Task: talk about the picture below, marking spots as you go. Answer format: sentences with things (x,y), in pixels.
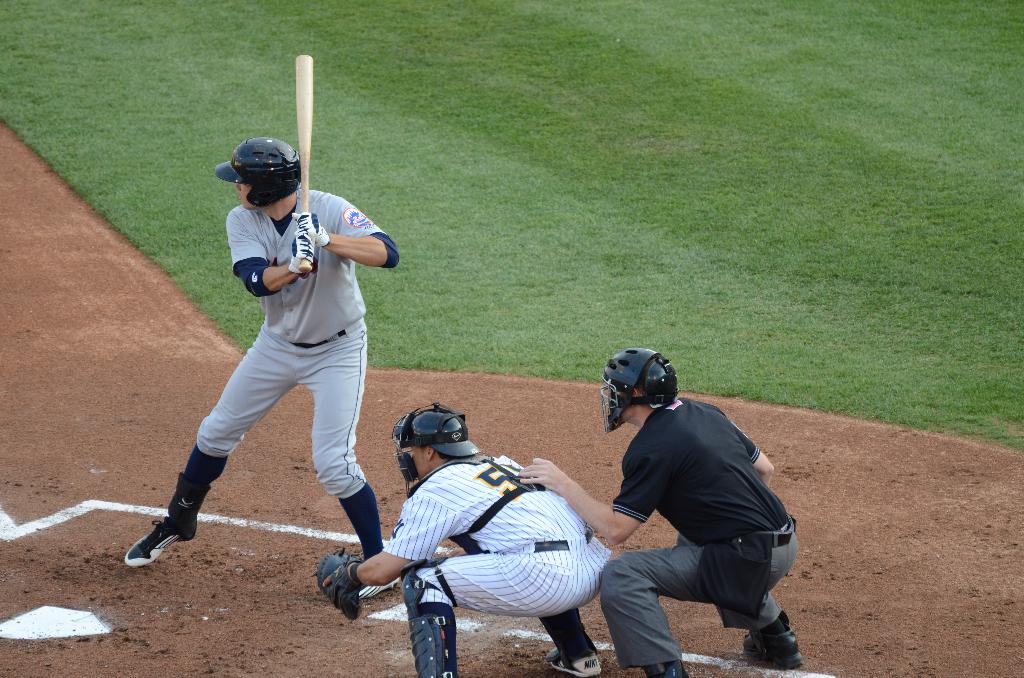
There are two men (419,569) in squat position on the ground (538,622) and a man (280,354) is standing by holding a bat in his hands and all of them have helmets (398,429) on their heads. In the background (210,310) we can see grass (716,25) on the ground (647,24).
